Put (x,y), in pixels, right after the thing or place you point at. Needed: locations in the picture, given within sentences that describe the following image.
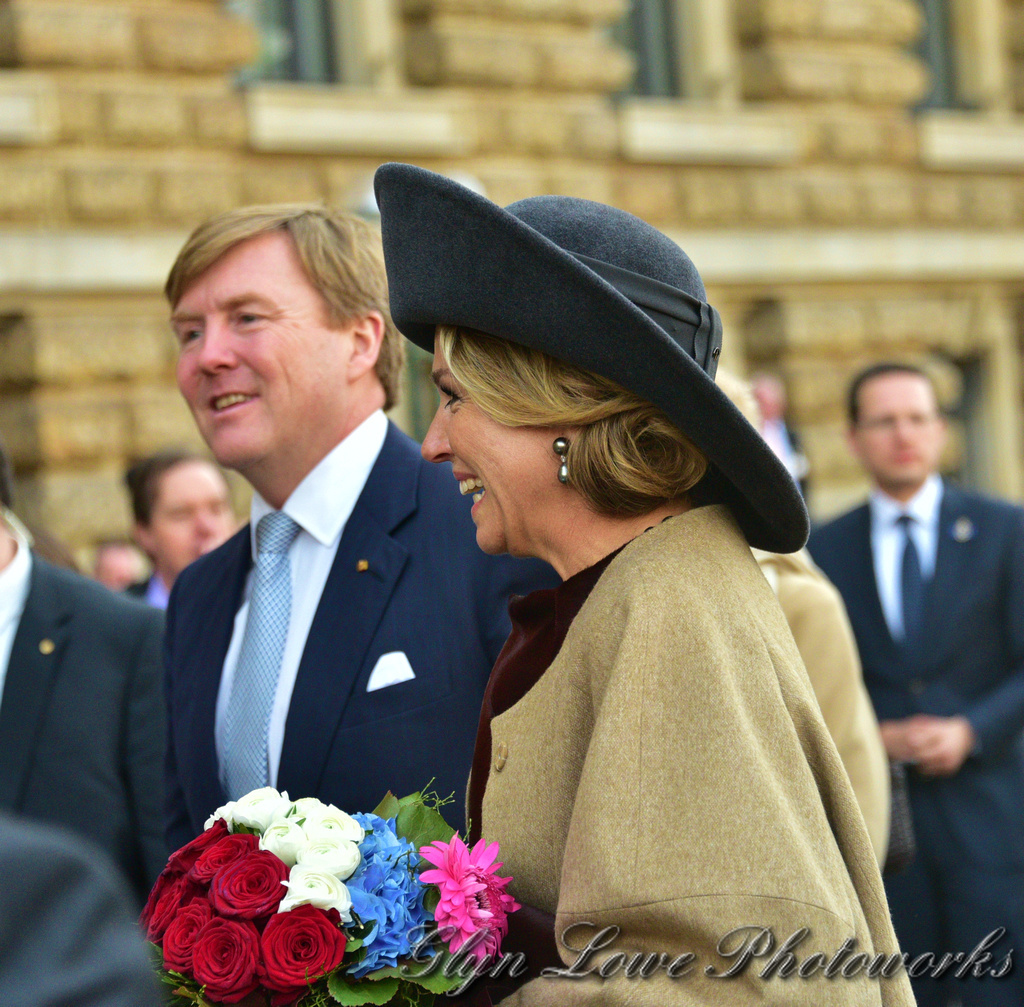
In this image there is a lady (597,816) standing and holding a bouquet (330,896) in her hand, behind her there are a few people (889,542) standing. In the background (200,117) there is a building (600,156). At the bottom of the image (457,971) there is some text (769,980).
